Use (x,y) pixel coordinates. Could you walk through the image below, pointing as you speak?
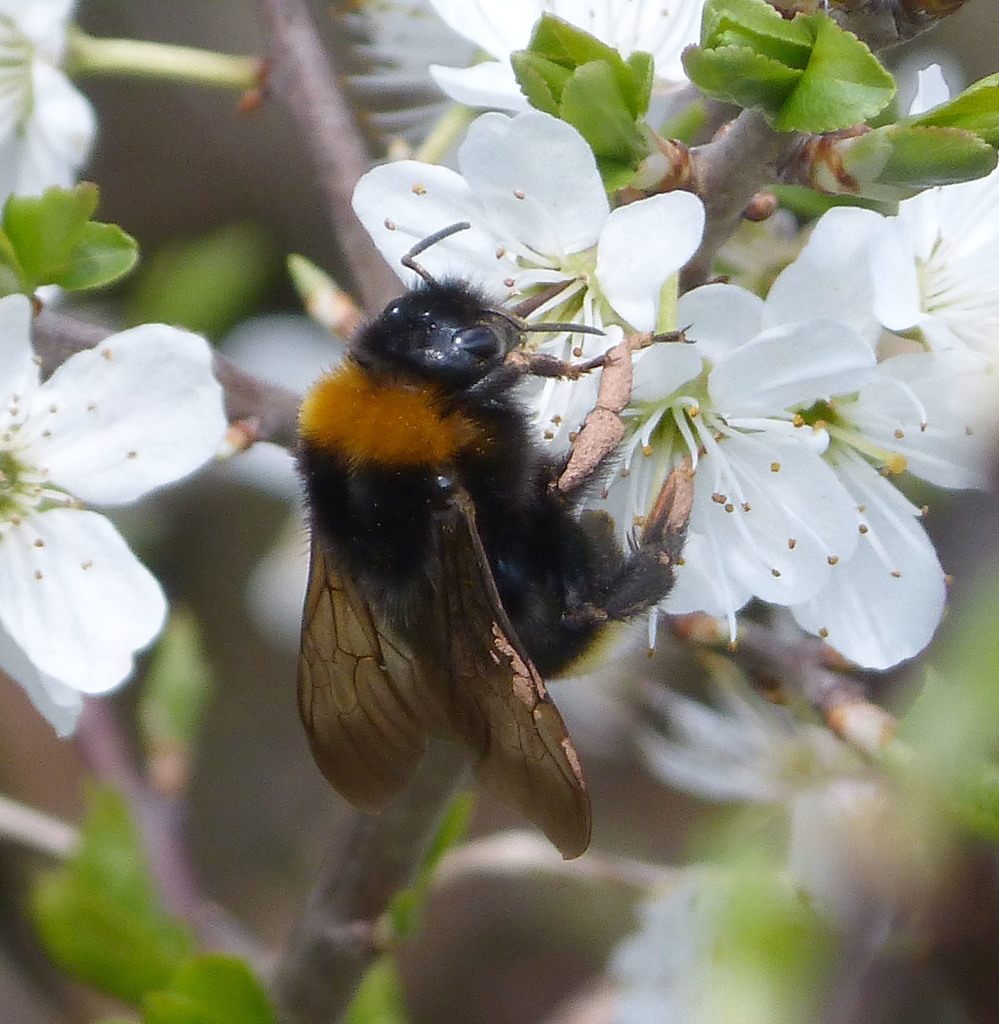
In this picture I can see flowers (267,587) which are of white in color and I see an insect (389,475) which is of black, brown and orange in color and it is on one of the flower (508,270) and I see the green color leaves (218,316) and I see that it is blurred in the background (957,943).
